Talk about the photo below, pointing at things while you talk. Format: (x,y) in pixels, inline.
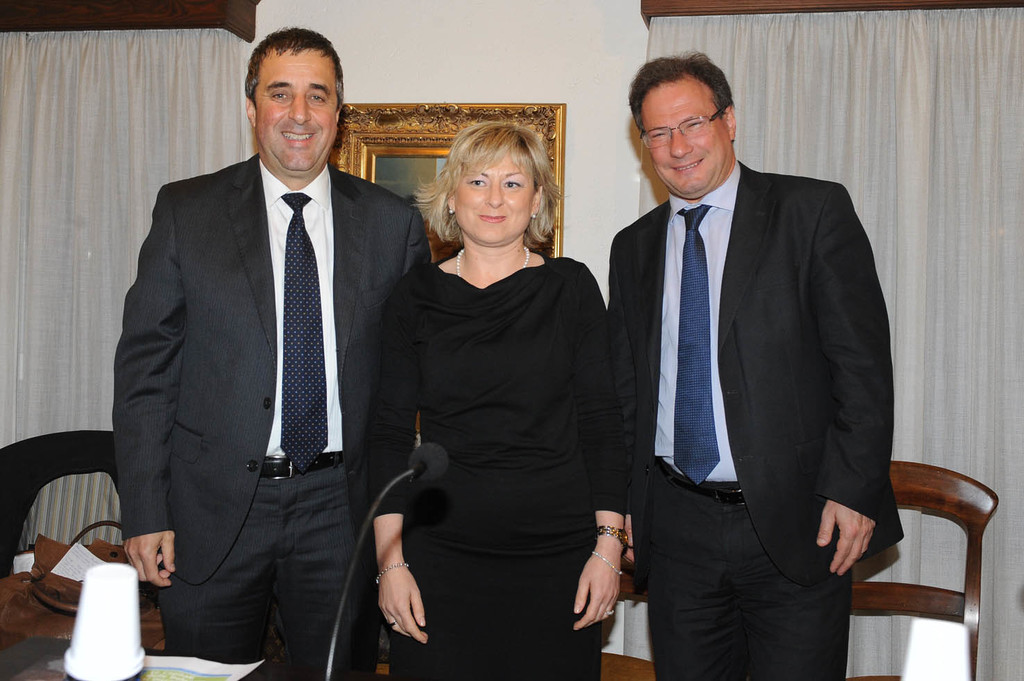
In this image in the center (373,285) there are persons (453,325) standing and smiling. In the front (357,550) there is a mic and on the left side (118,651) there is a glass (106,623). In the background (411,132) there is a frame (443,127) on the wall (481,88) and there are chairs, curtains (148,147).
